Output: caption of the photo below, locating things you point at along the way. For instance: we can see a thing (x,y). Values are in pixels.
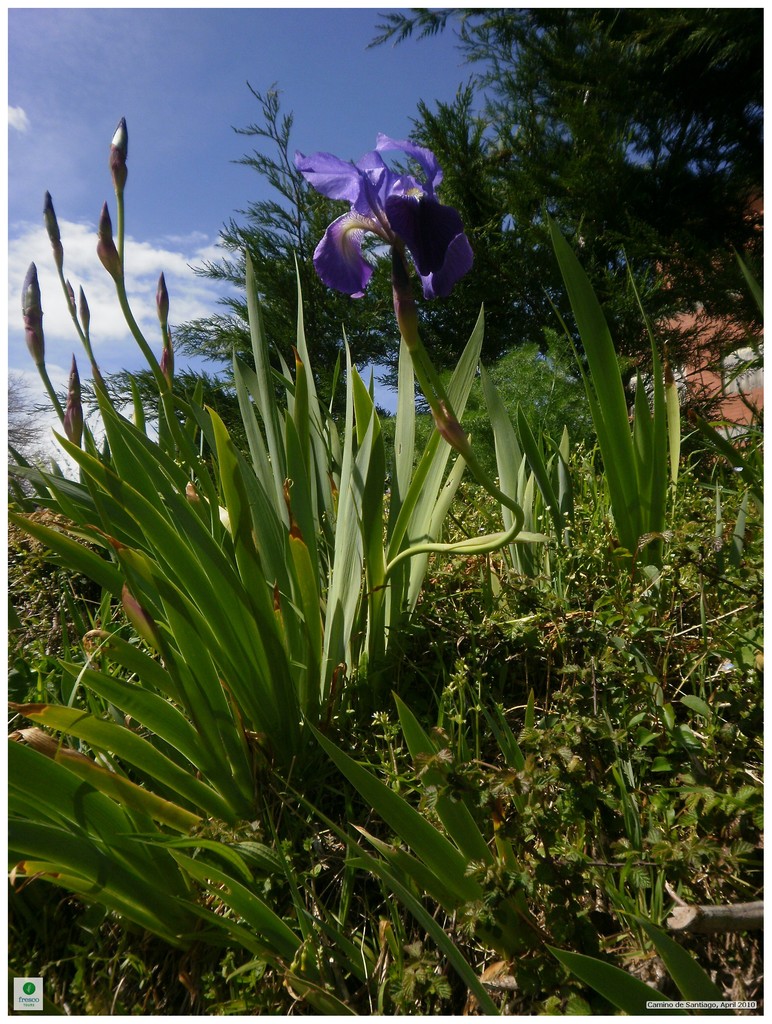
In this image I can see a purple colour flower (342,162), green colour plants (464,387), few trees (555,291) and in background (152,270) I can see clouds (50,444) and the sky (182,119).
